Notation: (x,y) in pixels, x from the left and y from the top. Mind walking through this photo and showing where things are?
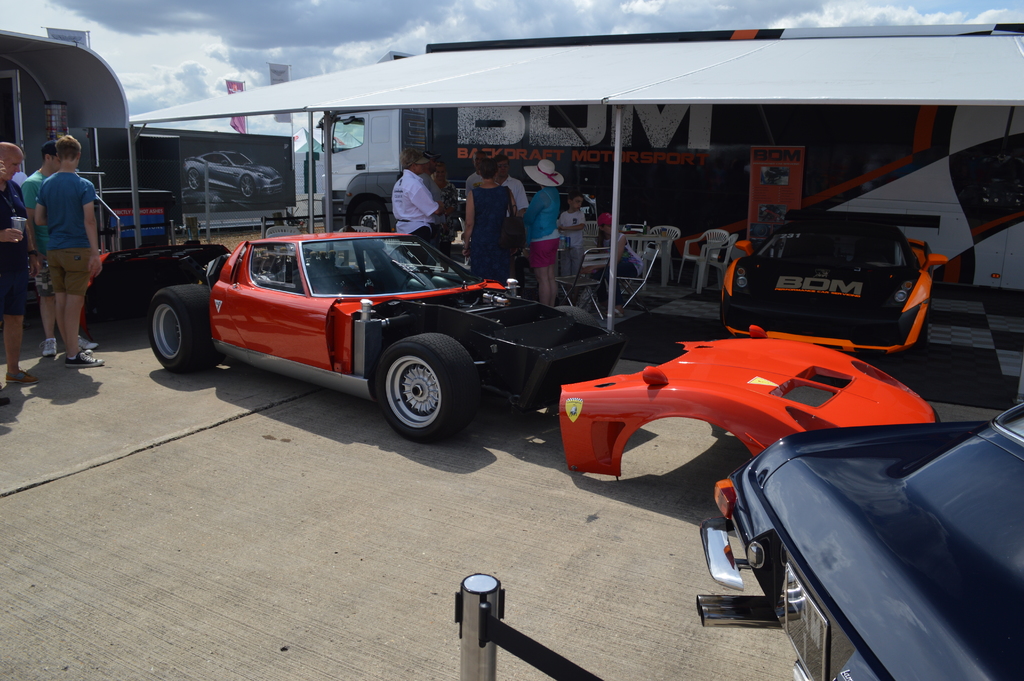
In this image we can see sports cars (804,543) and there are people (80,296) standing. We can see chairs (592,259). In the background (730,132) there is a bus (573,149) and a shed (559,56). At the top (346,43) there is sky (346,43) and we can see boards (227,207).
